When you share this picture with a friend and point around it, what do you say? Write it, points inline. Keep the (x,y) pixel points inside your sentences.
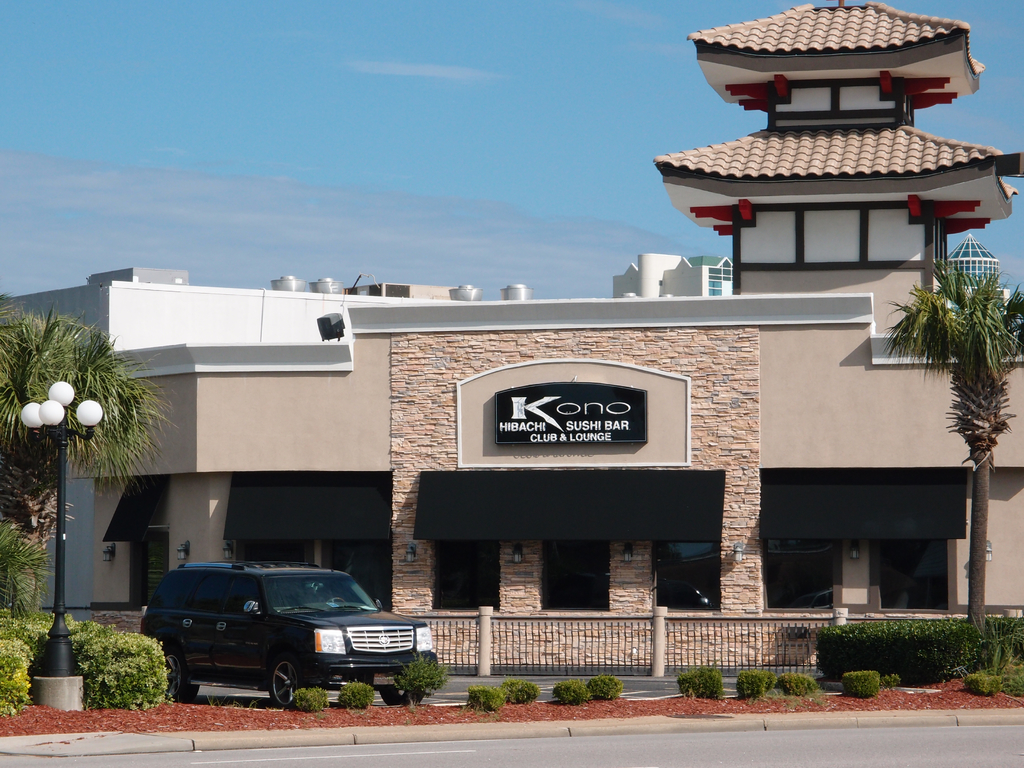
In this image we can see a building (733,537) with a name board (593,440). In front of the building (610,468) there are trees (17,477). Also there are pillars (505,574) and bushes (134,655). And there is a railing (499,620) and a vehicle (296,580). And there is a light pole (44,425). In the background (273,178) there is sky (444,122).
